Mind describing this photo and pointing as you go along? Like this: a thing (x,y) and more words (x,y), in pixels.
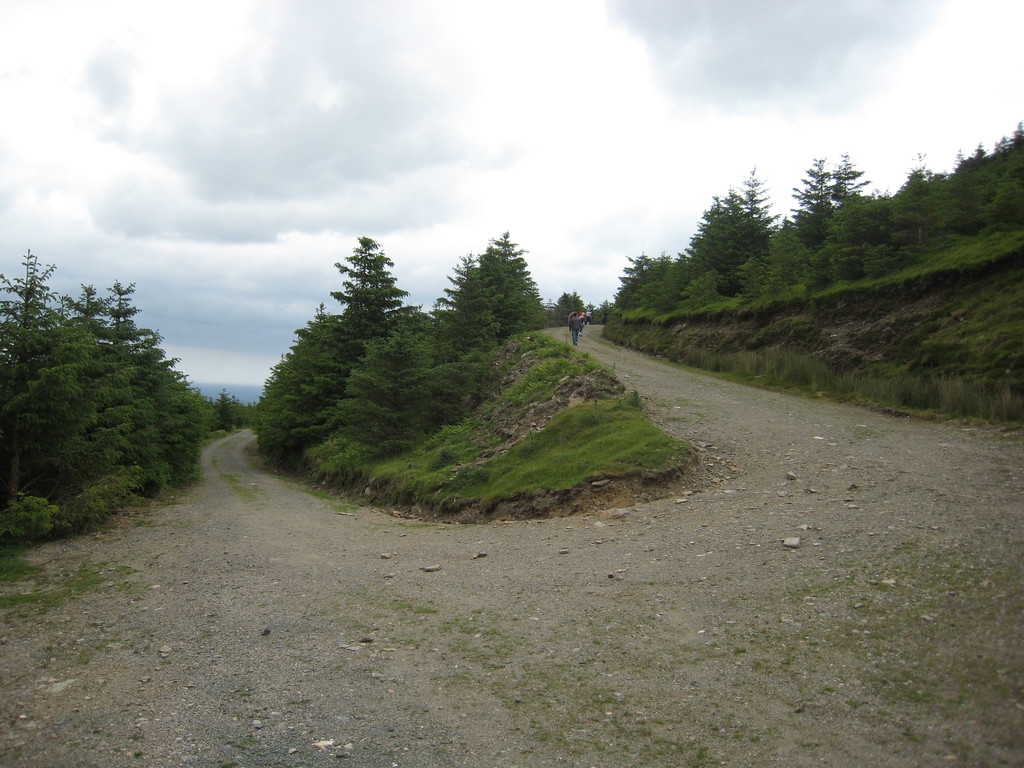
In this image I can see the road (636,607), some grass (564,453), few trees (384,369) which are green in color and few persons (584,320) standing on the road (570,334). In the background (550,175) I can see the sky (306,141).
